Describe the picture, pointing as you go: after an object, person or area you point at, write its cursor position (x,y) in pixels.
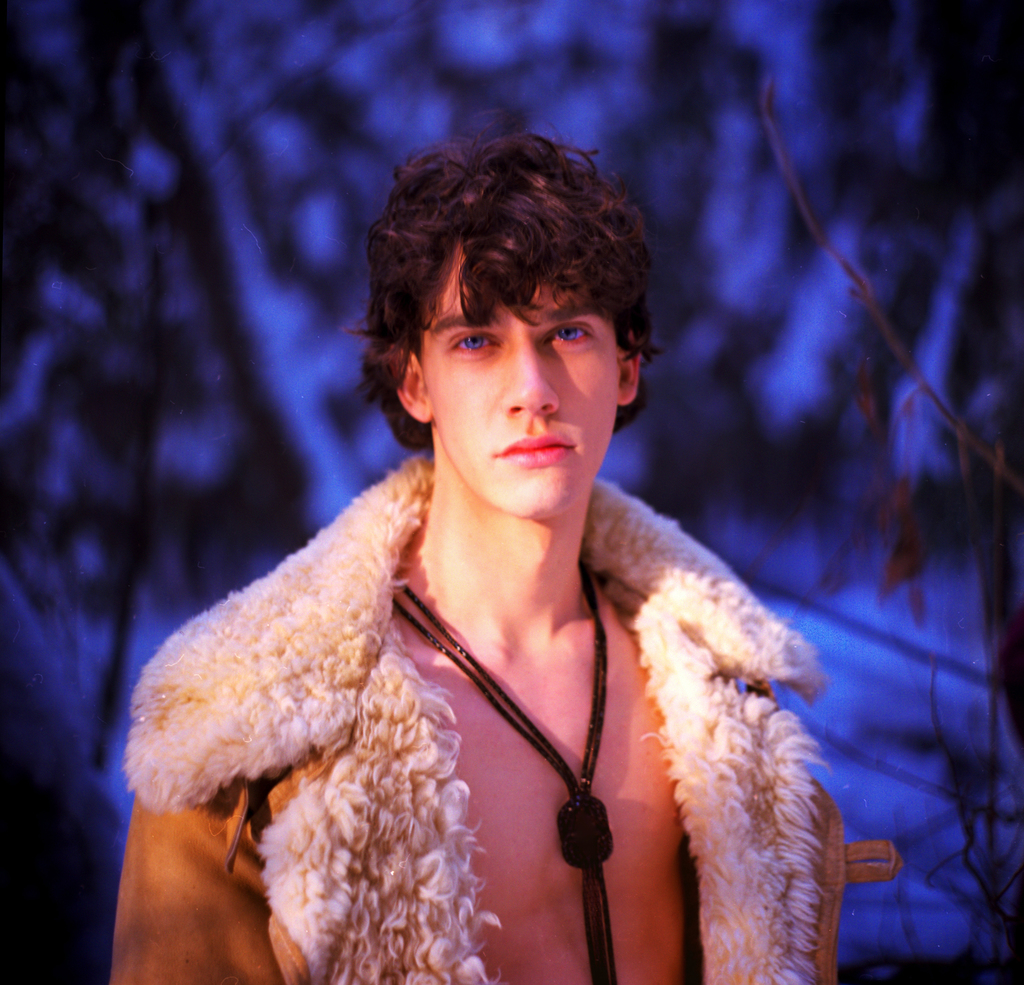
In this image I can see the person (524,818) with the dress (392,795). In the background (787,575) I can see the trees (162,367) and I can see the blue and black background.
